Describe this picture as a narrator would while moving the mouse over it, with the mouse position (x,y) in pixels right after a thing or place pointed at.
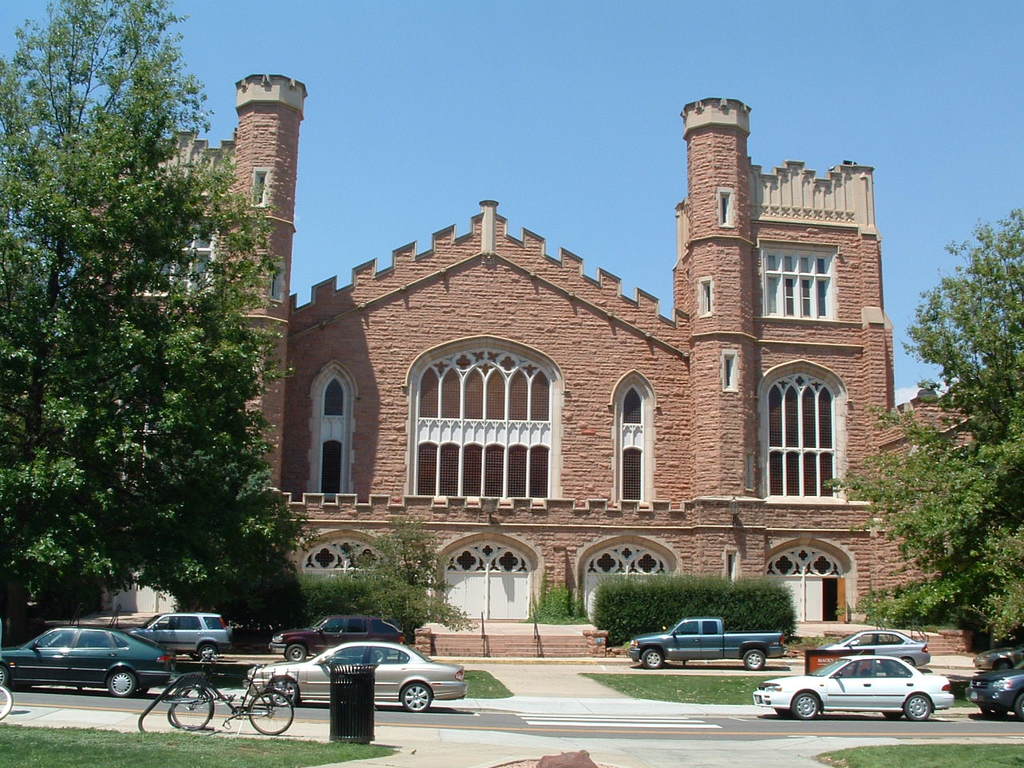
In this image at front there is a cycle (197,721) on the road (220,710). At the center (373,356) there is a building (560,387). In front of the building (757,417) there are cars (989,667). On both right and left side of the image (261,343) there are trees (962,448). At the background (519,106) there is sky (474,77).
